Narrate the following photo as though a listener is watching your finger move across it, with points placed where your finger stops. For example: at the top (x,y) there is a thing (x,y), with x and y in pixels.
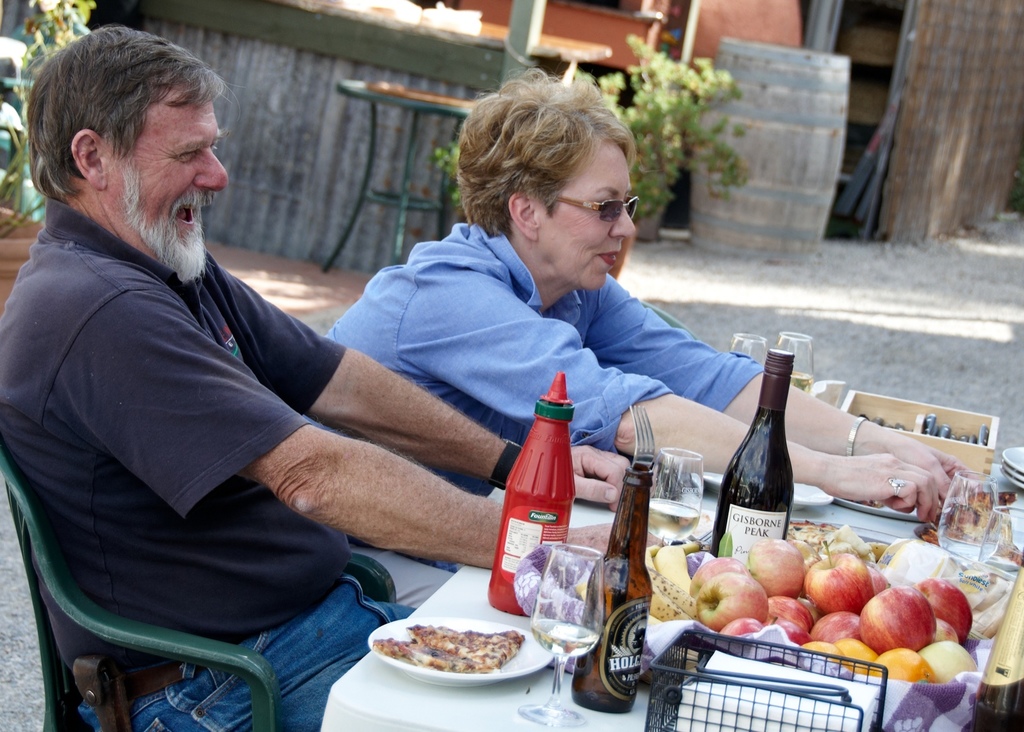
In this image in the middle (543,472), there is a table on that there are fruits (812,618), bottles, glasses (555,611), tissues (821,682), some food items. On the left (182,343) there is a man (180,421), he wears a t shirt (188,432), trouser (288,641), he is sitting. In the middle (564,281) there is a woman (518,327), she wears a shirt (502,284), trouser (417,577). In the background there are plants (638,46), table (440,112), land (817,268).
